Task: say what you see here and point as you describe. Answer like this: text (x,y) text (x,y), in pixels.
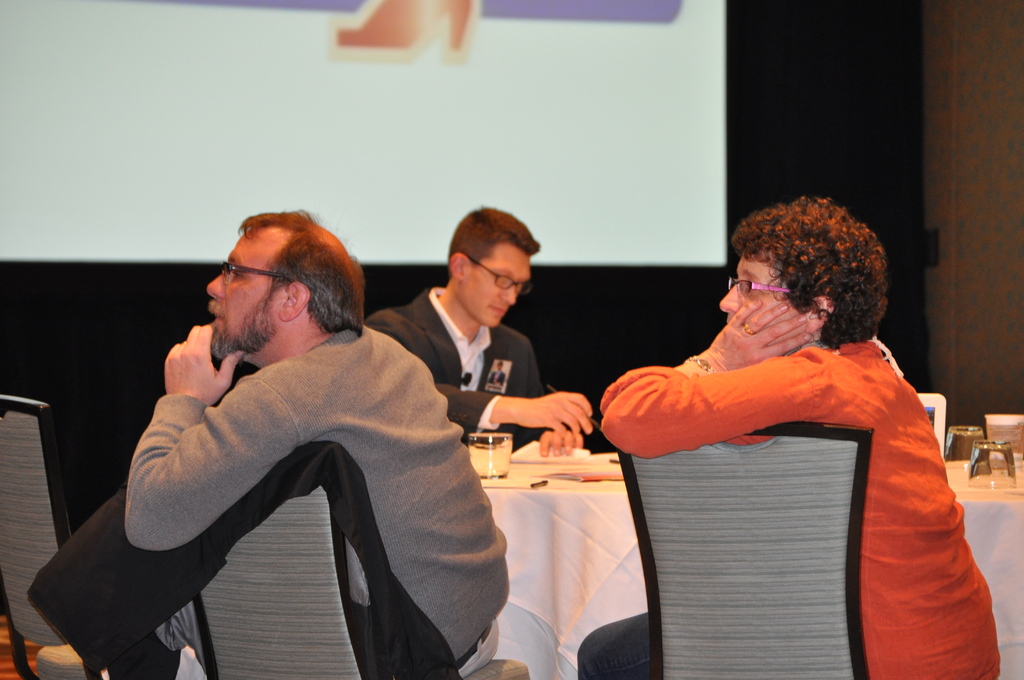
There are two persons (654,454) sitting in chairs (668,461) and there is a table (533,530) beside them which has glasses (1005,444), papers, laptop (928,400) on it and there is another person (490,340) sitting in the background (509,342) and there is a projected image (357,96) in the background (370,109).
